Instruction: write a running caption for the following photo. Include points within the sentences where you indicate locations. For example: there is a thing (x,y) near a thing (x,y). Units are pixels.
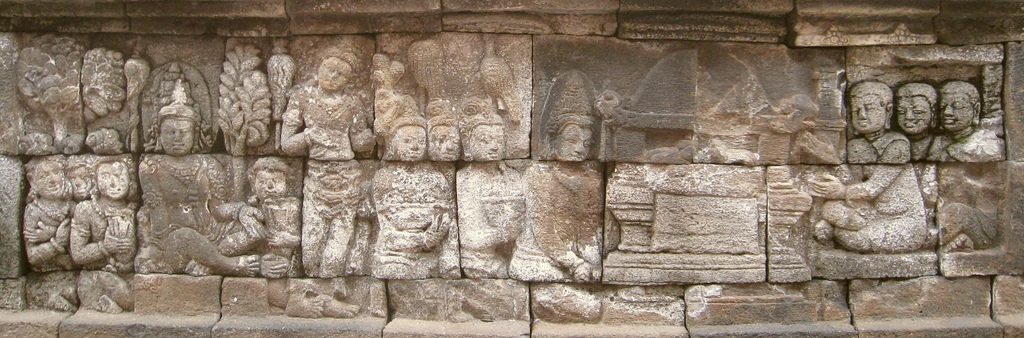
In this image, we can see some sculptures (106,291) on the wall (22,228).
